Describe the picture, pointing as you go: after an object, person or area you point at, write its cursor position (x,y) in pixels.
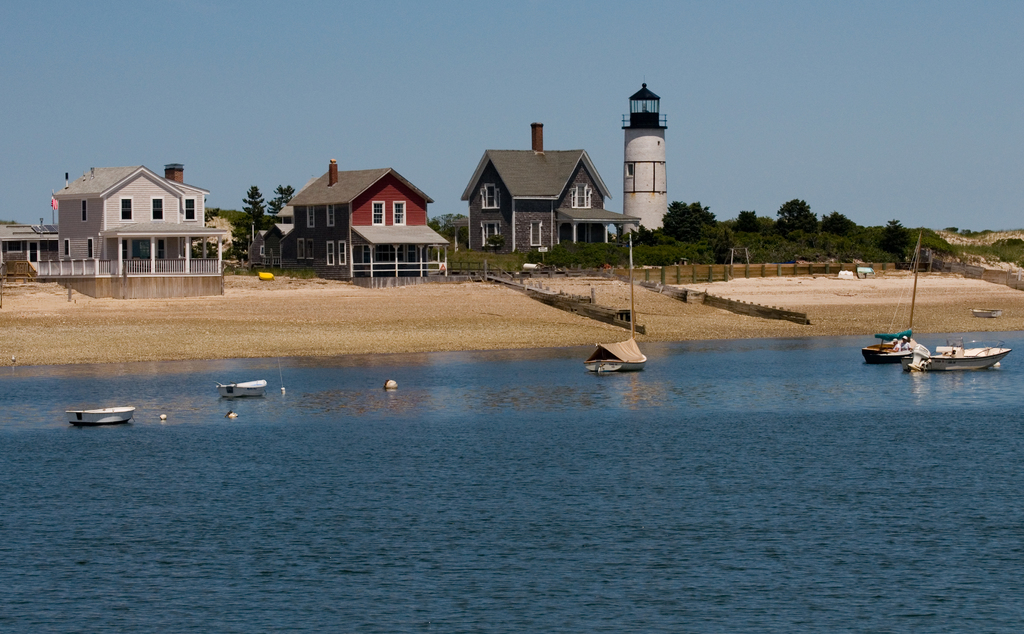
There are boats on the surface of water (588,415) in the foreground (528,450), there are houses (521,212), trees (699,239), it seems like a tower (648,107) and the sky (423,175) in the background area (650,152).
